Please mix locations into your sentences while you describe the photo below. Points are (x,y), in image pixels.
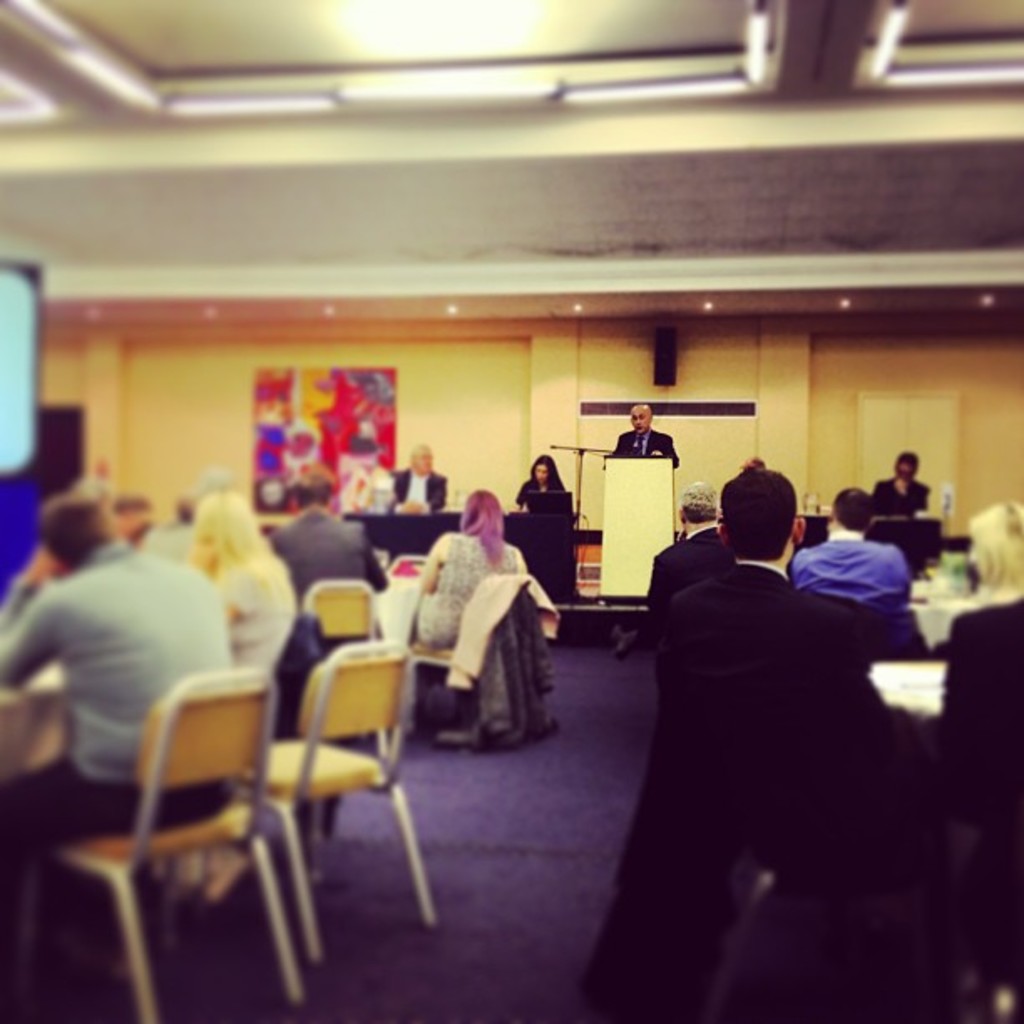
In this picture we can see a group of people (157,525) sitting on chairs (310,788) and listening to the person (630,444) standing on stage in front of podium (627,459) and talking on mic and beside to him we can see one man (422,487) and woman (549,479) sitting and on table (525,520) we have laptop (546,496), jar (808,499) and in background (418,405) we can see wall (418,405) with frames (313,442).
